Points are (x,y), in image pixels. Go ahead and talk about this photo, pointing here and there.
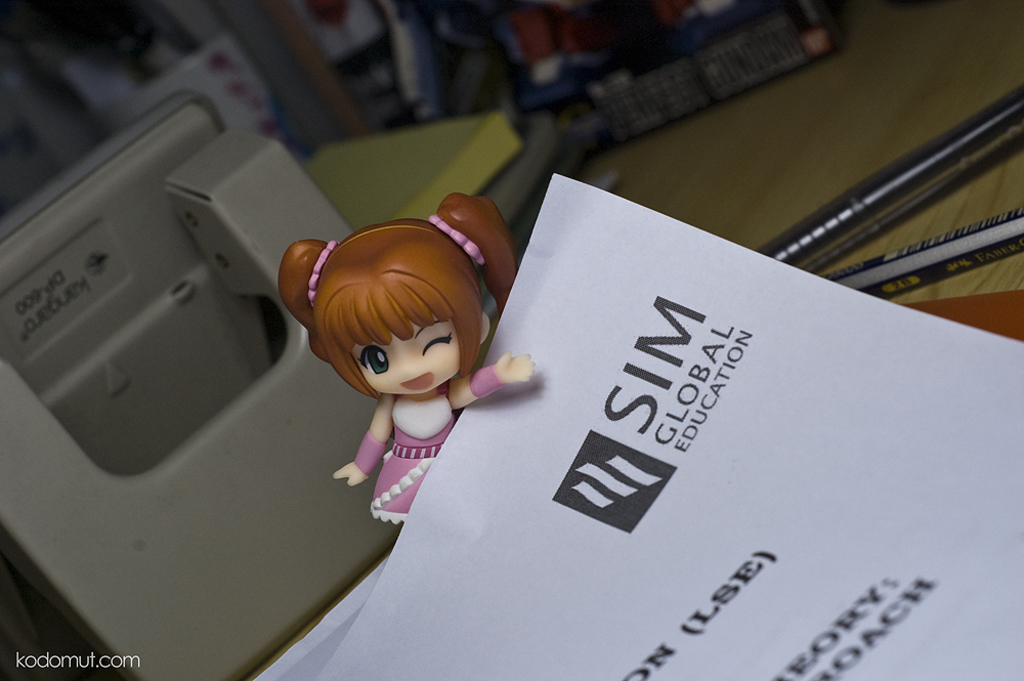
We can see toy (441,424), papers (515,501), pens (939,242) and some objects (239,230) on wooden surface (913,96). Background (69,103) it is blur.
